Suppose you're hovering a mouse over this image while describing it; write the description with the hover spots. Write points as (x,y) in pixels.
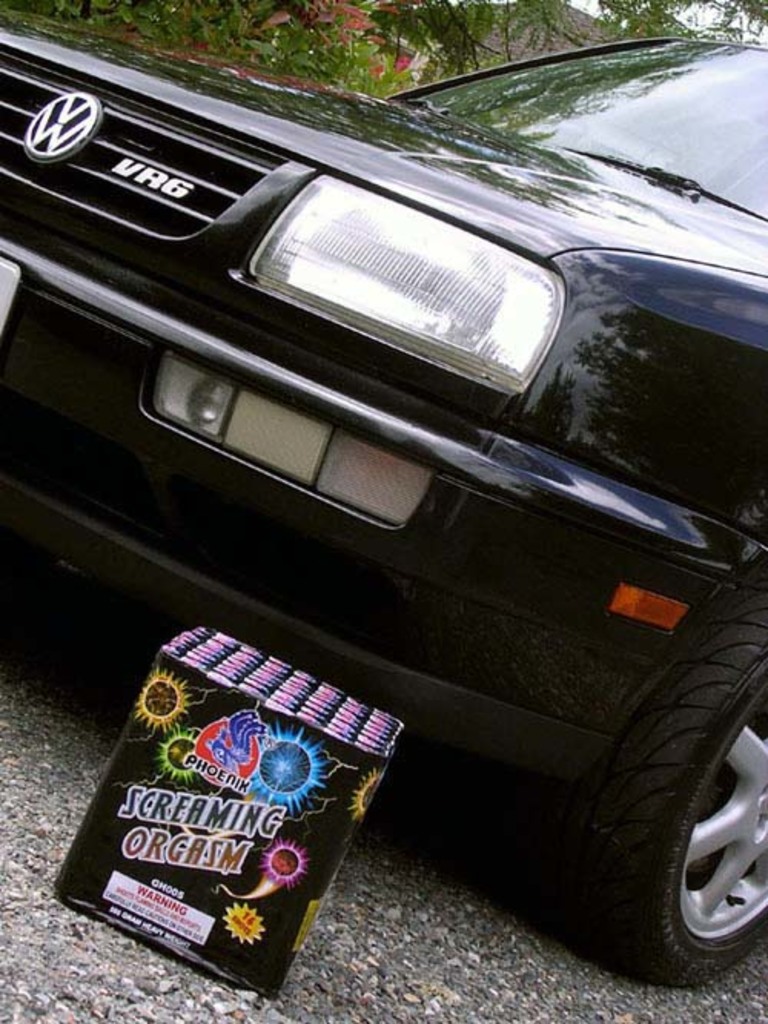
In this image, I can see a car (502,618) and a cardboard box (304,826) on the road (390,978). At the top of the image (263,35), I can see trees (407,41).
